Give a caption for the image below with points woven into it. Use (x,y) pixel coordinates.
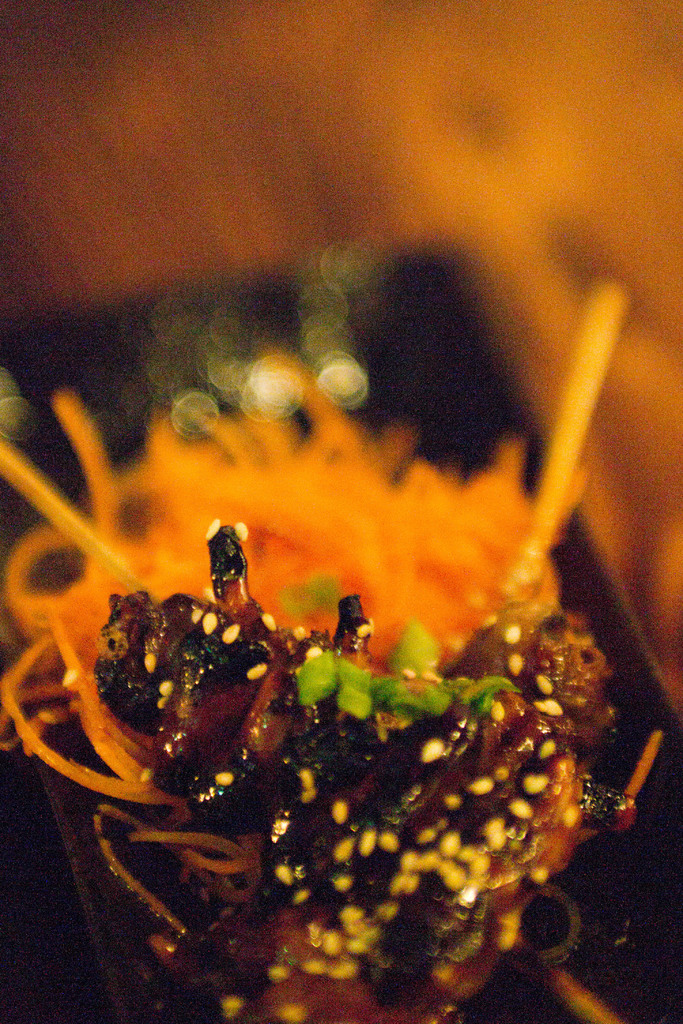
In this image, in the middle (239,556), we can see food (541,747) which is on the plate (169,958). In the background (401,254), we can see orange color and black color.
